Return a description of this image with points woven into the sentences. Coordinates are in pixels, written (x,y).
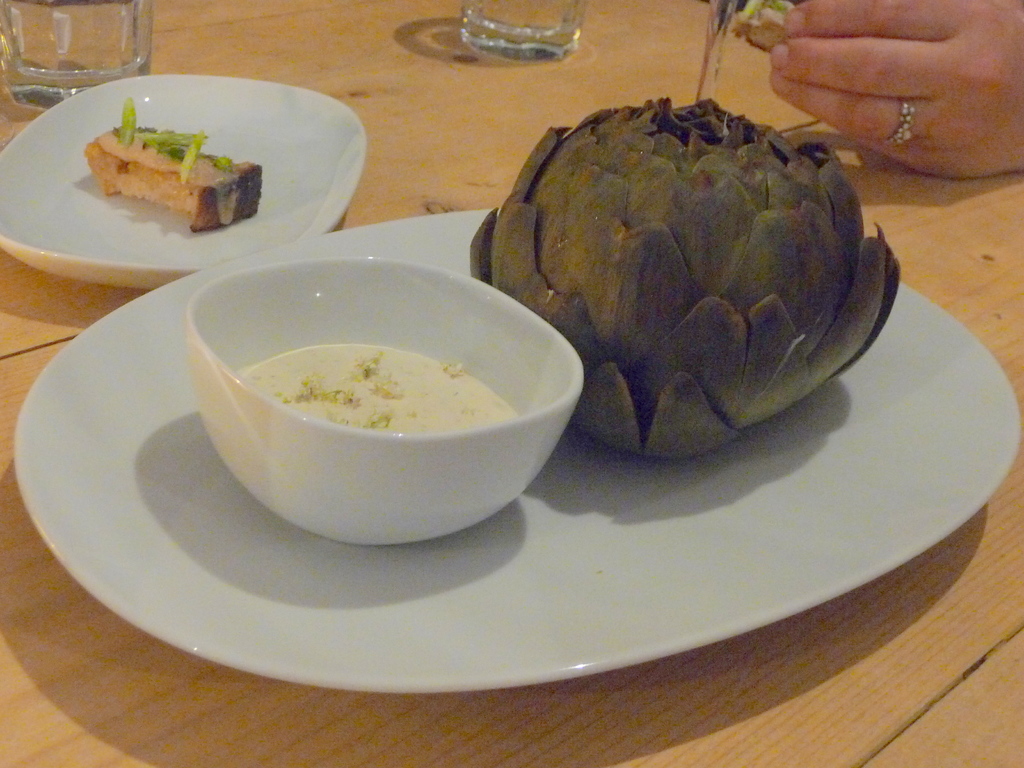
In this image I can see food items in white plate (442,556) and there is a bowl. There is hand (980,85) of a person (994,39) on the right (871,32). There are glasses (53,5) at the back (65,13).
